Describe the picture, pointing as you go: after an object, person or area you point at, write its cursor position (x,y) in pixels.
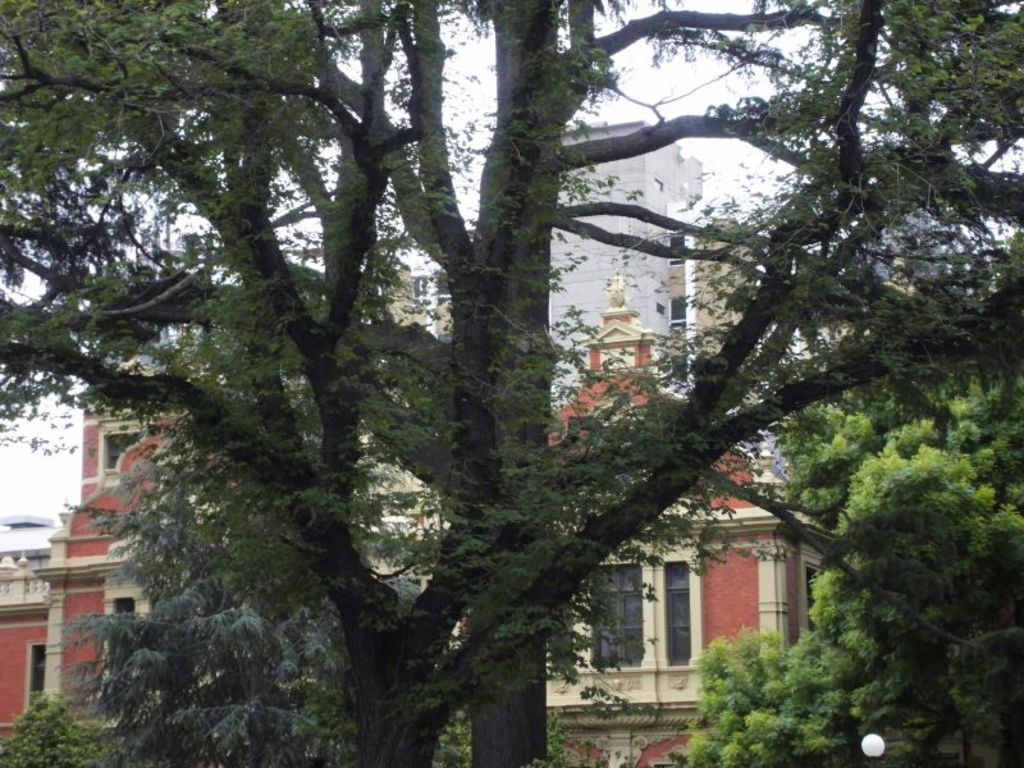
This image consists of buildings (688,516). In the front (821,650), we can see the trees (443,533). At the top (487,37), there is sky (471,51).
